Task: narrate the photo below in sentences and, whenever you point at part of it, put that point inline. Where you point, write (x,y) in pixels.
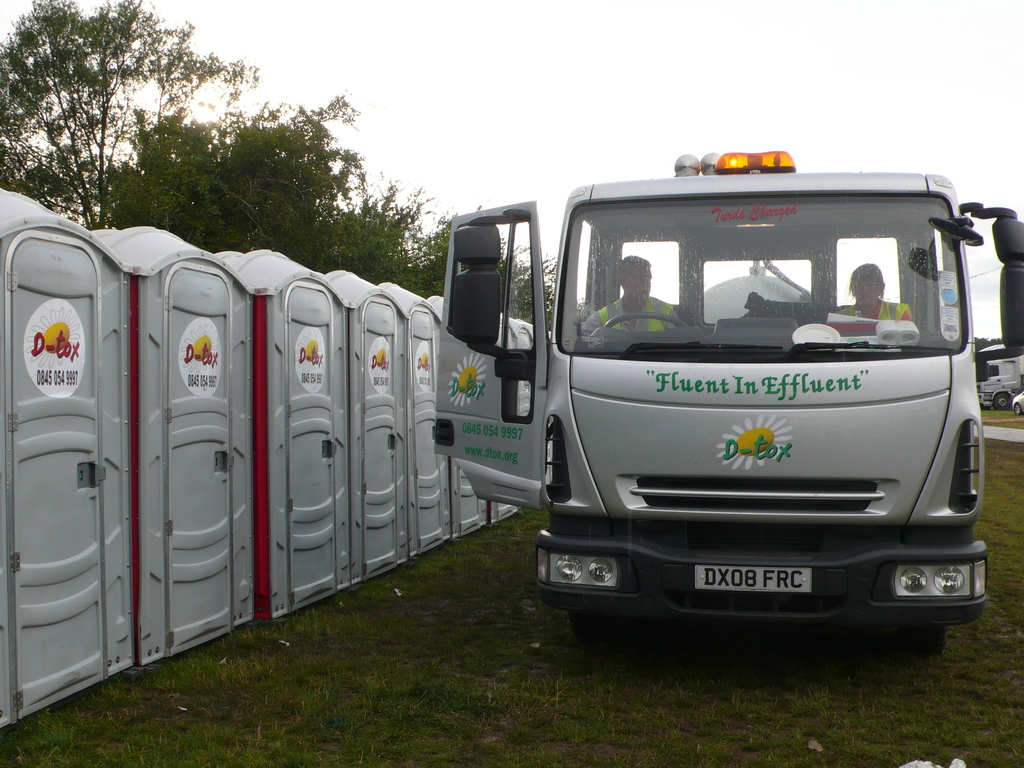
Right side of the image (729,256) there is a vehicle (656,460) on the grassland (685,660). Two persons (643,298) are sitting inside the vehicle (760,326). Left side (20,573) there are few cabins (189,337). Behind there are few trees (175,179). Top of the image (596,42) there is sky (755,12). Right side (997,380) there are few vehicles (990,391) on the grassland (985,411).
